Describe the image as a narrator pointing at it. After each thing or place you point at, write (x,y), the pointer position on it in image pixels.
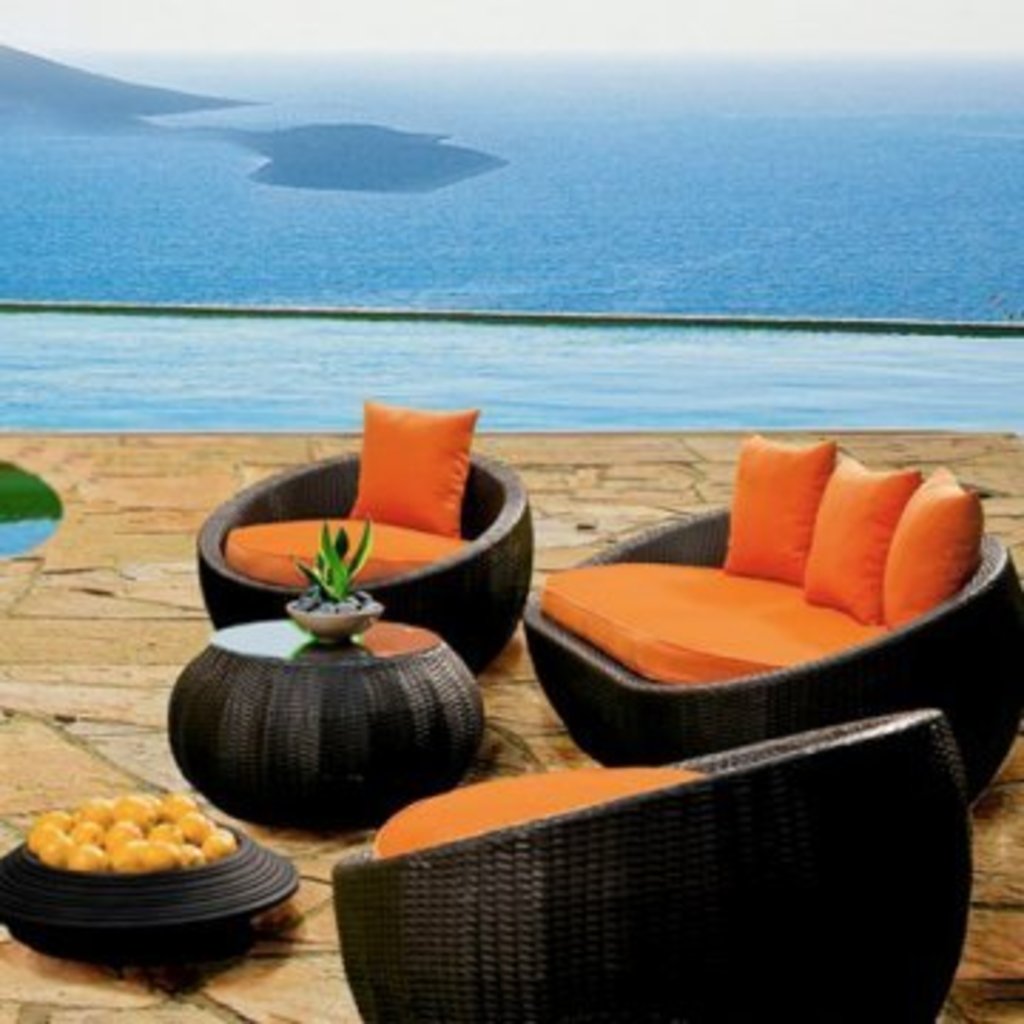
In this image I can see few black colour chairs (834,928), a black colour table (371,705), few orange colour cushions (420,530) and here I can see number of yellow colour things (179,844). In the background (643,271) I can see water (458,255) and here I can see a plant (354,543).
